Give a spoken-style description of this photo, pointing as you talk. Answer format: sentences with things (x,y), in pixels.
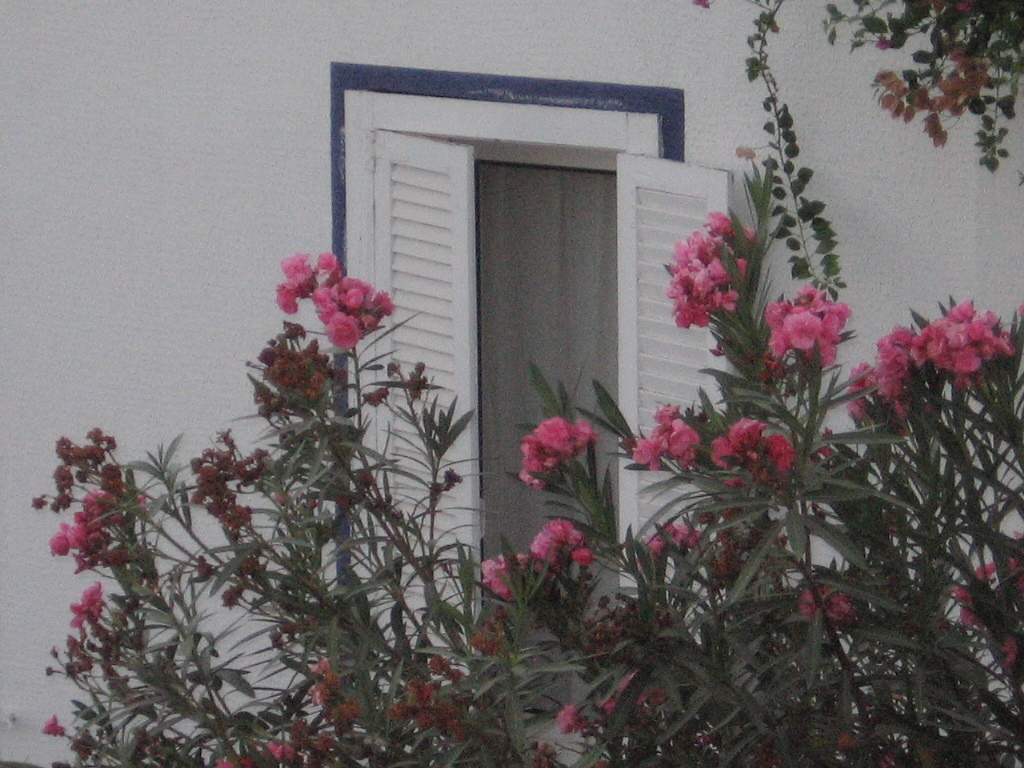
In this image I can see number of flowers (719,260) and leaves (747,620) in the front (750,439). In the background (440,336) I can see a window (461,287) and on the top right side of this image (887,98) I can see a tree (944,26).
